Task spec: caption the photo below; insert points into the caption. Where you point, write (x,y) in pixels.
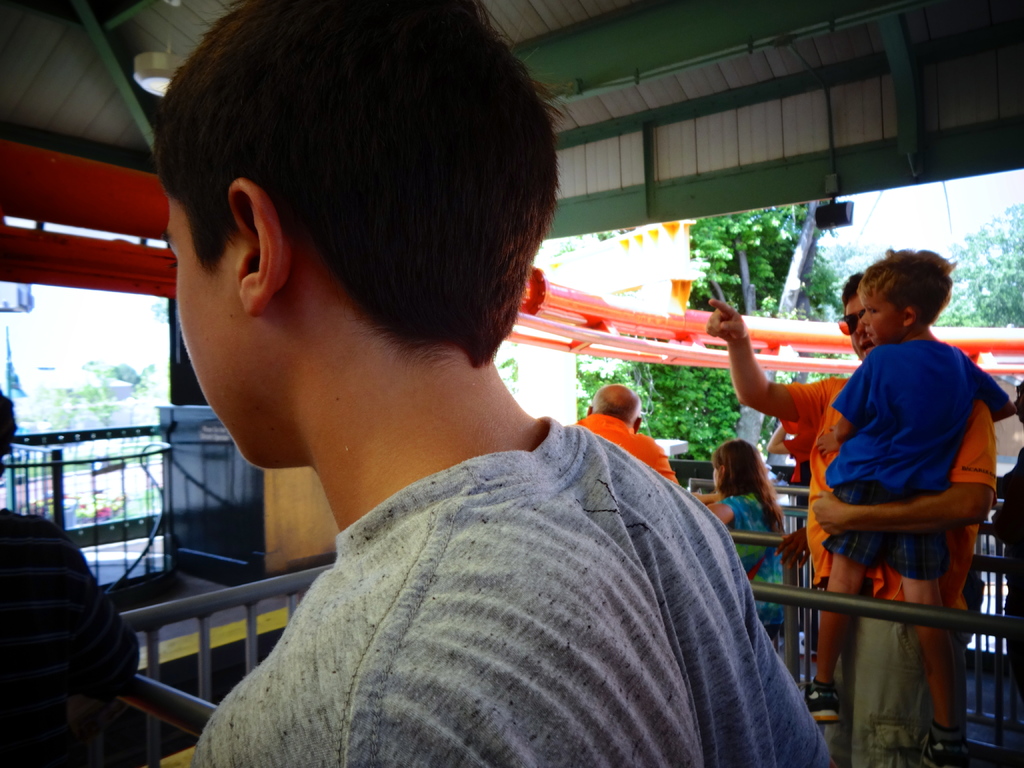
In the image there are few persons (760,560) standing in the front (387,728) on either side of the grill (179,704) under roof (135,40) and on the right side (755,230) there are trees (796,245) on the background (829,255).
